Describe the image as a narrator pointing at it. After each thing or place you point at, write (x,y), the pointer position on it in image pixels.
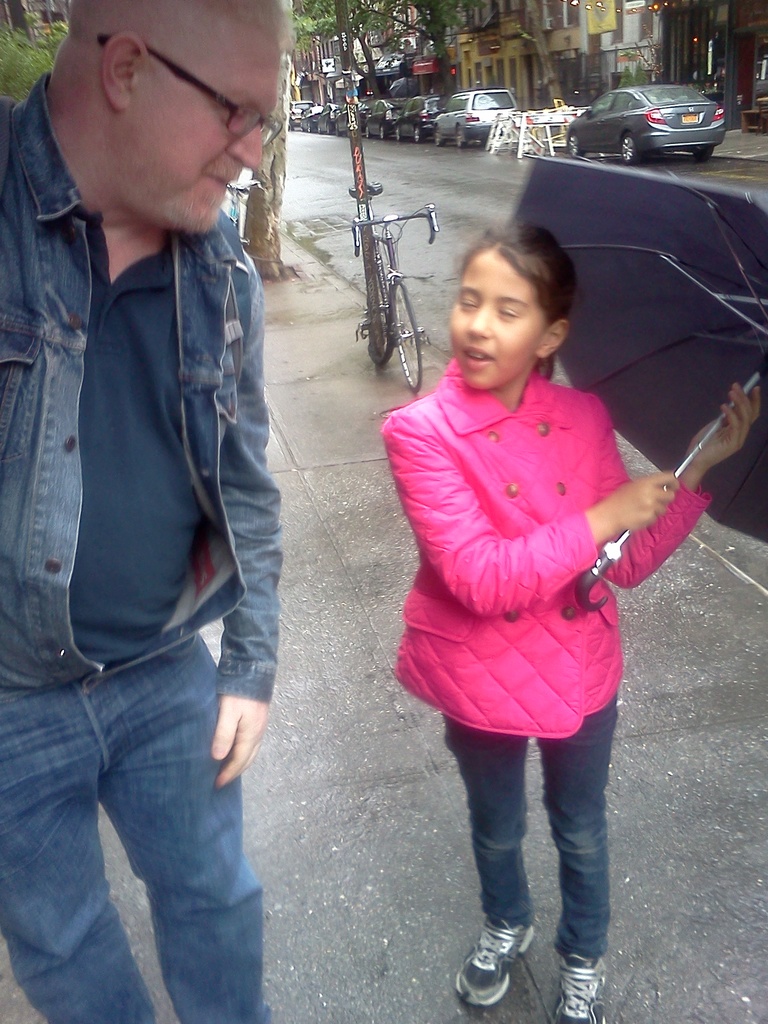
This picture is taken on the footpath (430,854). Towards the right (526,643) there is a girl (499,284) wearing a pink jacket (534,530), blue jeans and holding an umbrella (718,228). Beside her, towards the left (193,632) there is a person (131,225) wearing a jacket (48,367), blue jeans (211,840) and a blue t shirt (95,385). In between them there is a bicycle (391,325). On the top (340,140) there is a road (332,169), vehicles (634,88) and buildings (668,7).
